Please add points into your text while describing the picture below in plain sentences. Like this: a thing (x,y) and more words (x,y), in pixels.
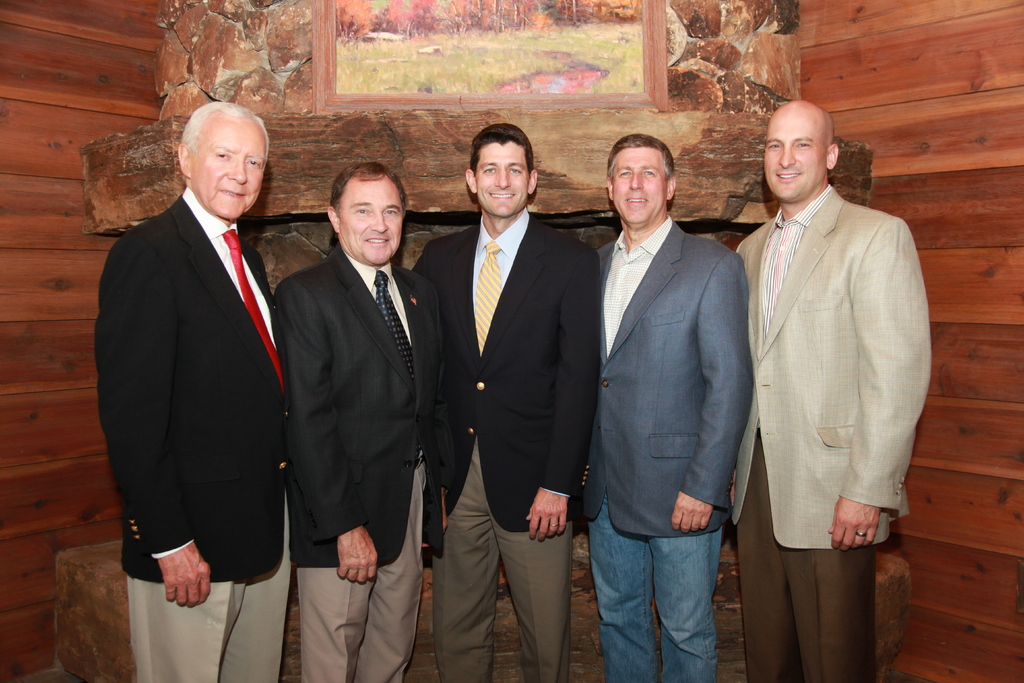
In this image I can see few people (430,241) are standing and they are wearing different color dresses (442,371). Back I can see a frame (322,100) and brown background (328,43).
